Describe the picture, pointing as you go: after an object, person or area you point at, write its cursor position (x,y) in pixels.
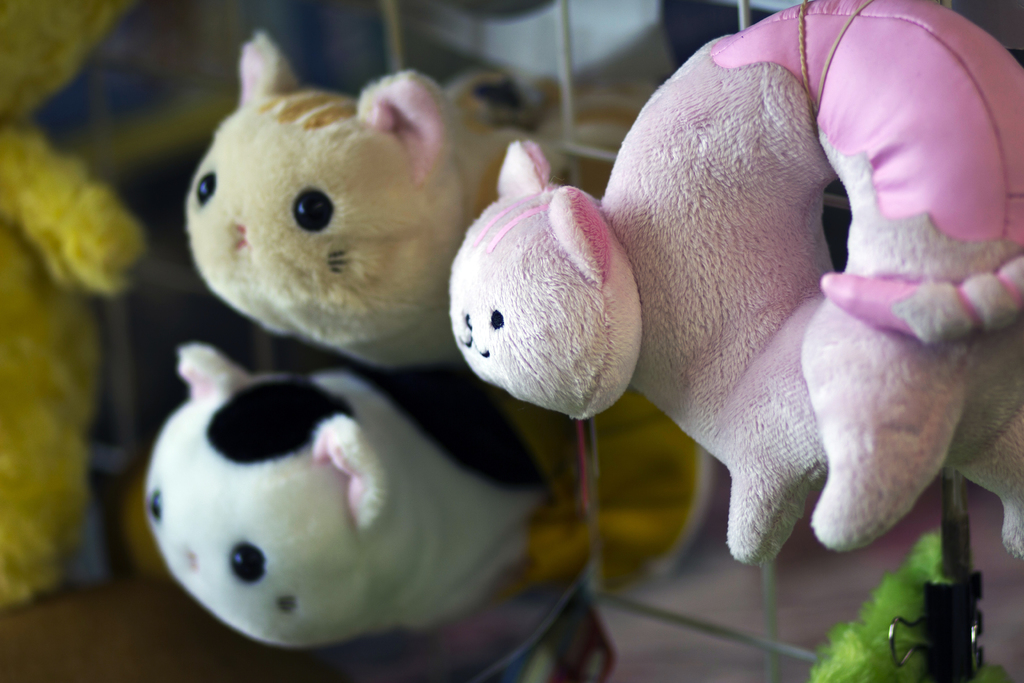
In the image we can see some toys (40,193).
